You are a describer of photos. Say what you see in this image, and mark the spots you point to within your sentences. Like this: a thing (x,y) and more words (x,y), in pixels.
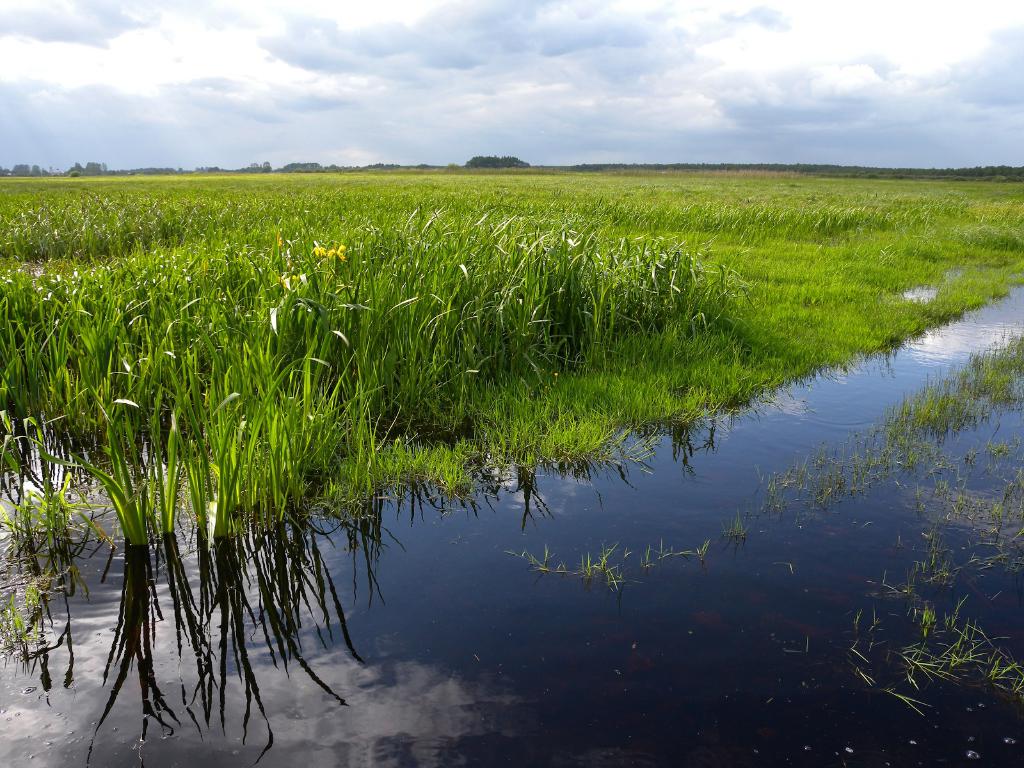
In the picture we can see water (703,716) and beside it, we can see the grass surface (552,435) with a grass plants (405,461) and far away from it we can see some trees (469,167) and sky (392,93) with clouds (625,73).
